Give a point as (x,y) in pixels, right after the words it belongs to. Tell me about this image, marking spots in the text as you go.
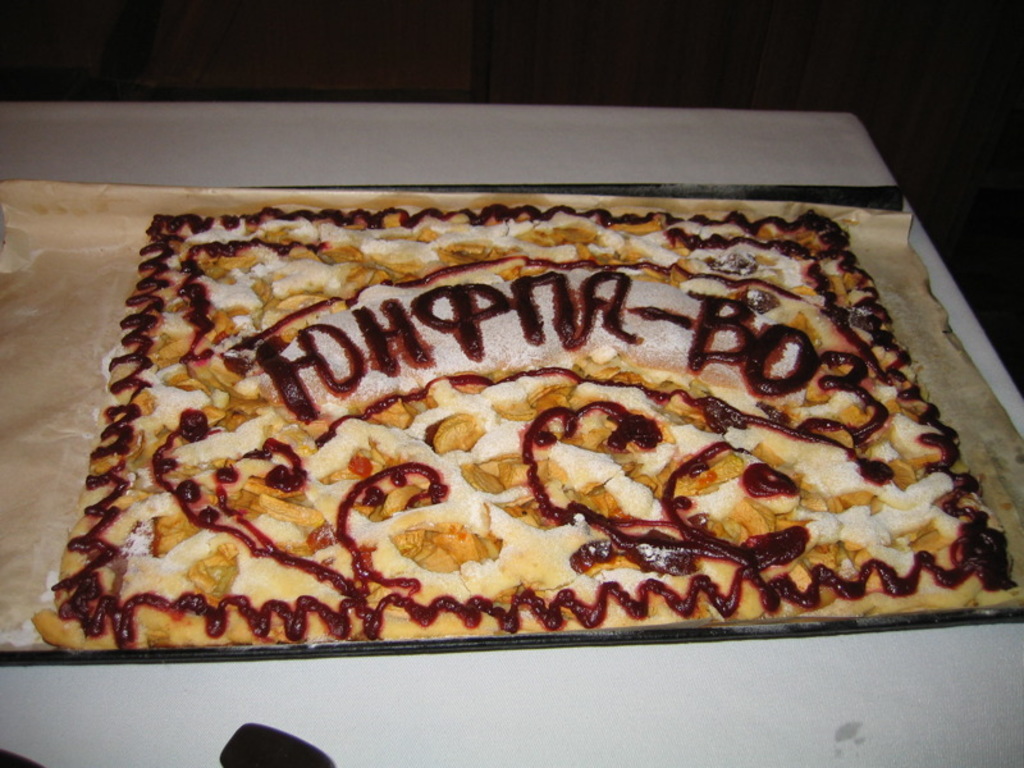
This looks like a food item (125,485), which is decorated with fruit jam (381,575) on it. This food (700,297) is placed on the tray (871,200). This looks like a table (761,163), which is white in color.
